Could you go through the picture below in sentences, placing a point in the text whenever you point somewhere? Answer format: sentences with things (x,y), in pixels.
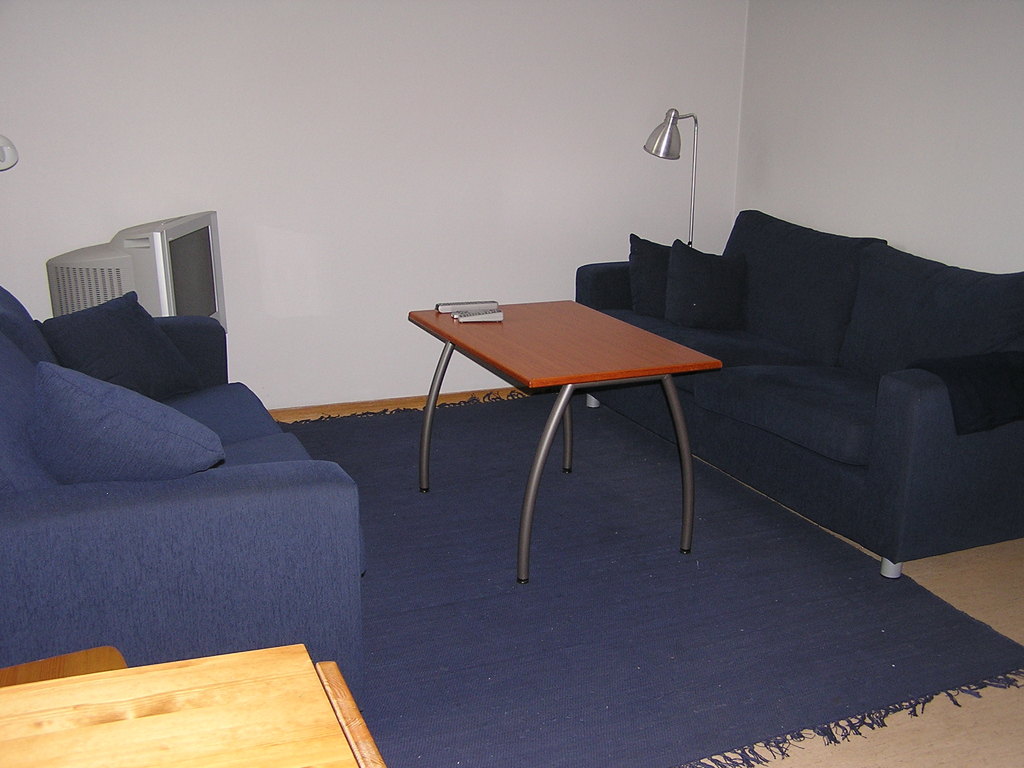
This are couches (869,380) with pillows (192,437). Table (516,376) with remote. Television (187,246). Lamp (670,143). Floor (1013,606) with carpet (917,662).
